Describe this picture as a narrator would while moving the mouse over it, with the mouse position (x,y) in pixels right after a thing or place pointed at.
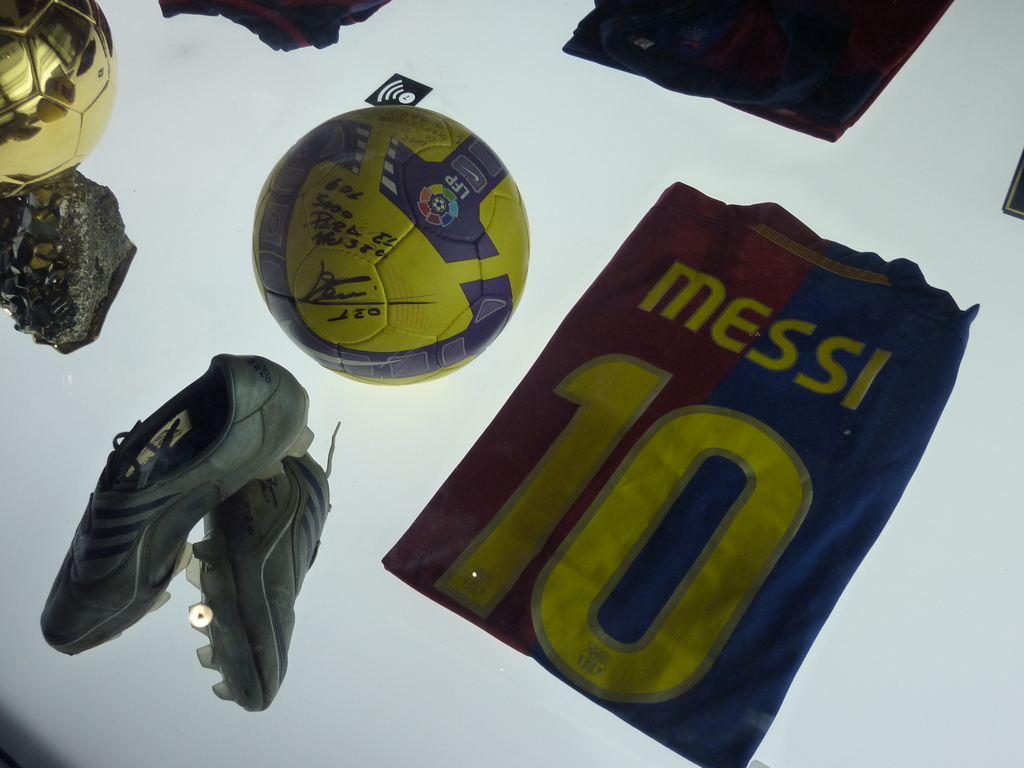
In this image we can see a ball (440,277), group of jerseys (281,11), shoes (232,570) placed in a table (403,499).
